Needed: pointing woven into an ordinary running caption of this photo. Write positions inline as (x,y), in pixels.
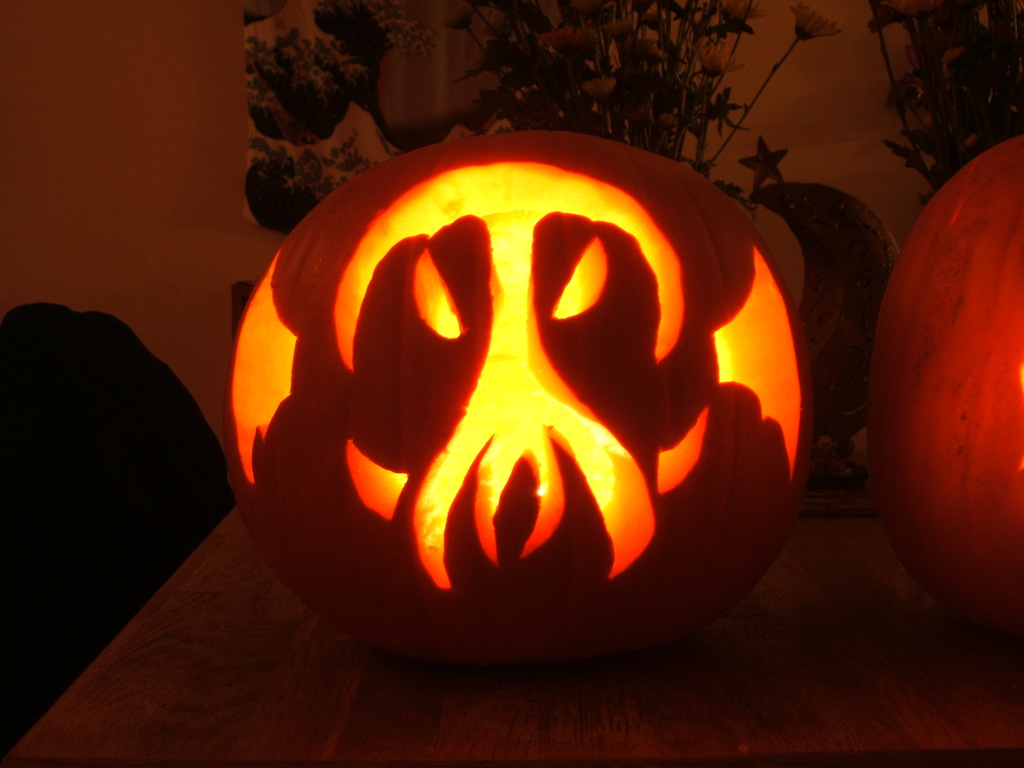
In this image we can see two pumpkins (622,356) placed on the table (495,711). In the background (938,110), we can see group of flowers (584,125), a star (754,166) and a sculpture (859,261).
